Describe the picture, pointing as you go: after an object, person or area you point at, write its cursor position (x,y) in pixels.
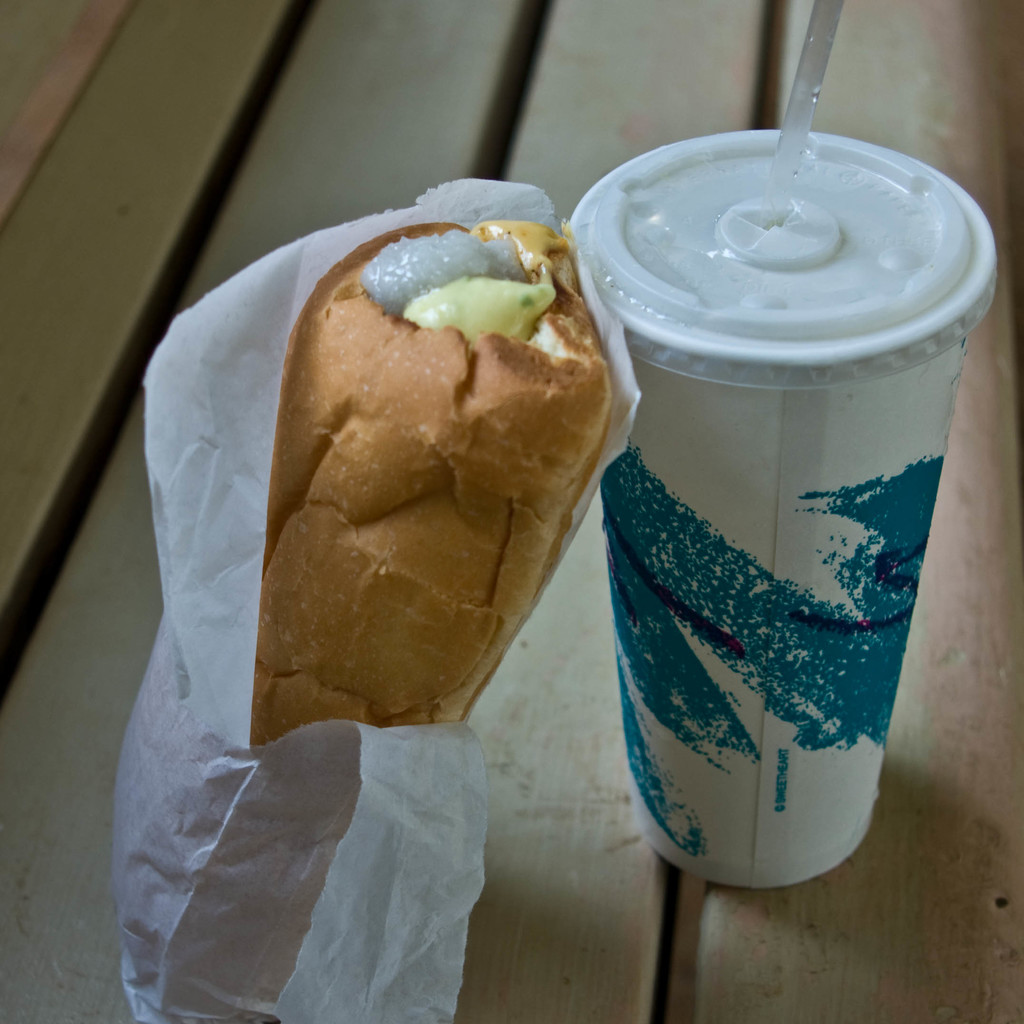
In this image there is a sandwich (425,424) wrapped in a cover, and a glass (811,584) with a straw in it, on the wooden path (296,70).
